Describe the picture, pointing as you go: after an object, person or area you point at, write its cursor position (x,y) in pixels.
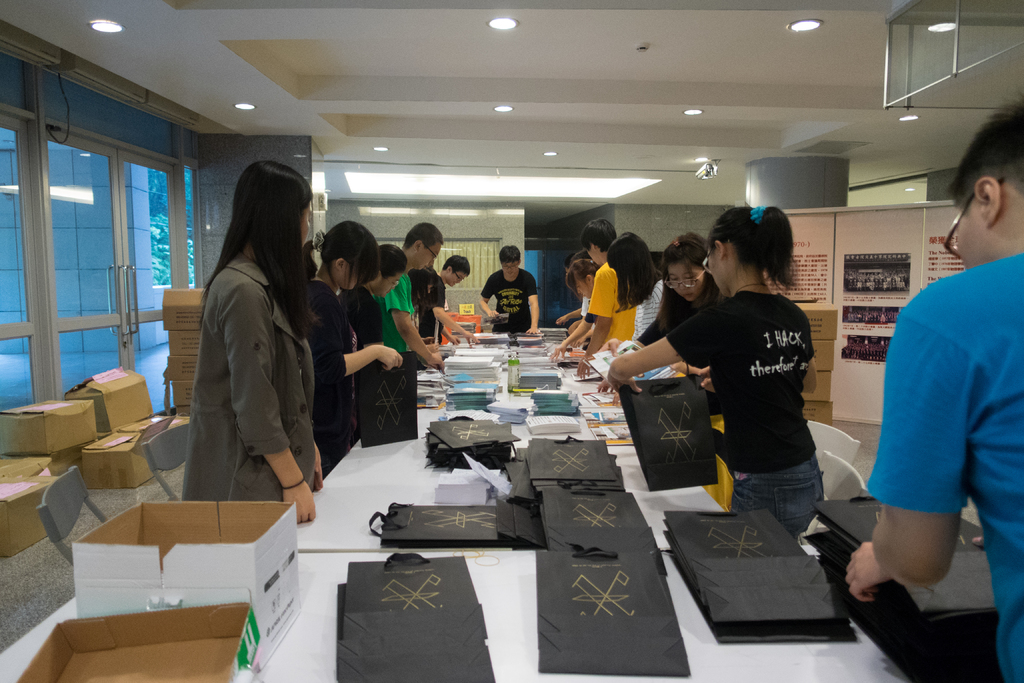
In this image there are group of people (429,321) standing, In the bottom right (937,508) the person (931,537) is standing at the table (869,662) and is doing some work at the right side (760,374) the woman (756,370) wearing a black colour t-shirt (750,380) is holding a bag (668,418) in the center (517,294) the man (516,307) is leaning on the table (526,343) the left side (270,334) the woman (268,352) is standing and is seeing at work which is going on here. On the table (424,418) there are some packets (519,464). In the background (175,313) in the left side (118,343) there carton box (114,397), window (86,233) and a building (76,245) with a stones (83,218), some trees (150,217) on the right side (871,285) there are posters (875,290) on the board (887,224).
